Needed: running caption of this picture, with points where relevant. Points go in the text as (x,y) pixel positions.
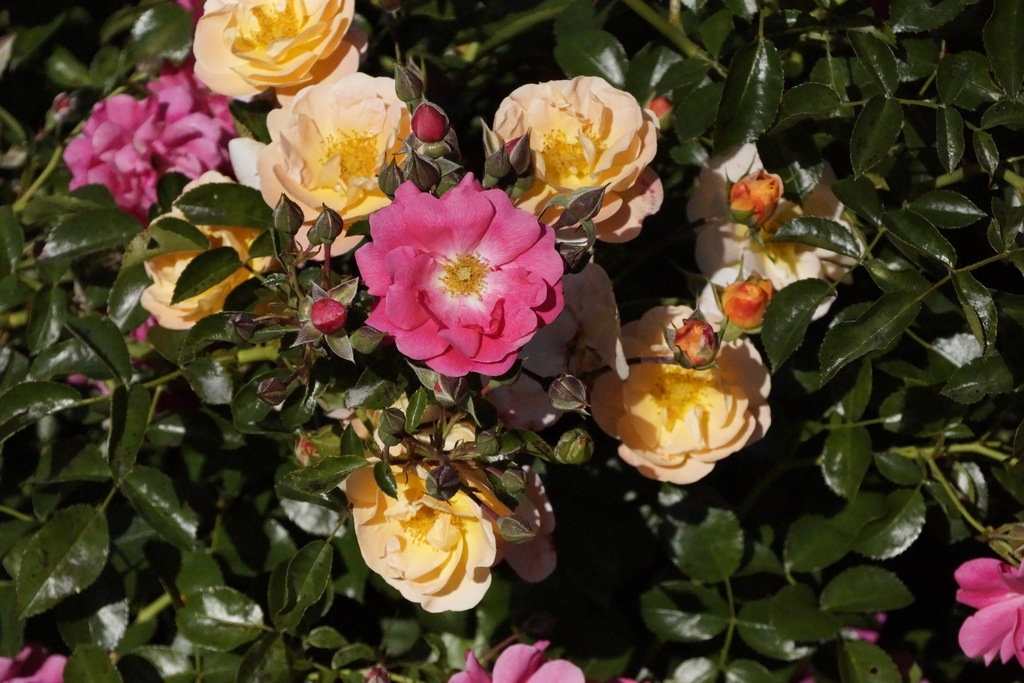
In this picture we can see a few colorful flowers (535,114), buds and some green leaves (180,680).
